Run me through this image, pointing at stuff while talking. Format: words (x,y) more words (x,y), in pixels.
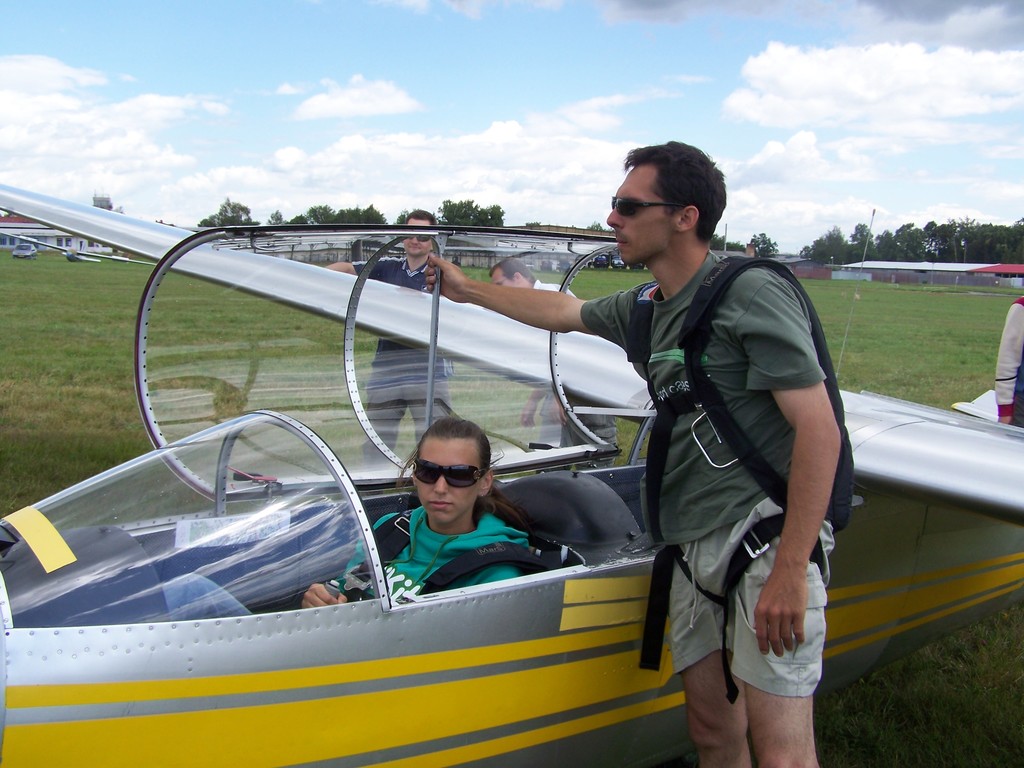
In this image we can see this person (697,531) wearing T-shirt (673,488) and glasses (626,202) is standing here and this person (452,545) is sitting in the aircraft (351,523). Here we can see a few more people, we can see grass (54,284), houses (22,224), trees (300,221) and the Sky (478,196) with clouds (141,163) in the background (188,186).
